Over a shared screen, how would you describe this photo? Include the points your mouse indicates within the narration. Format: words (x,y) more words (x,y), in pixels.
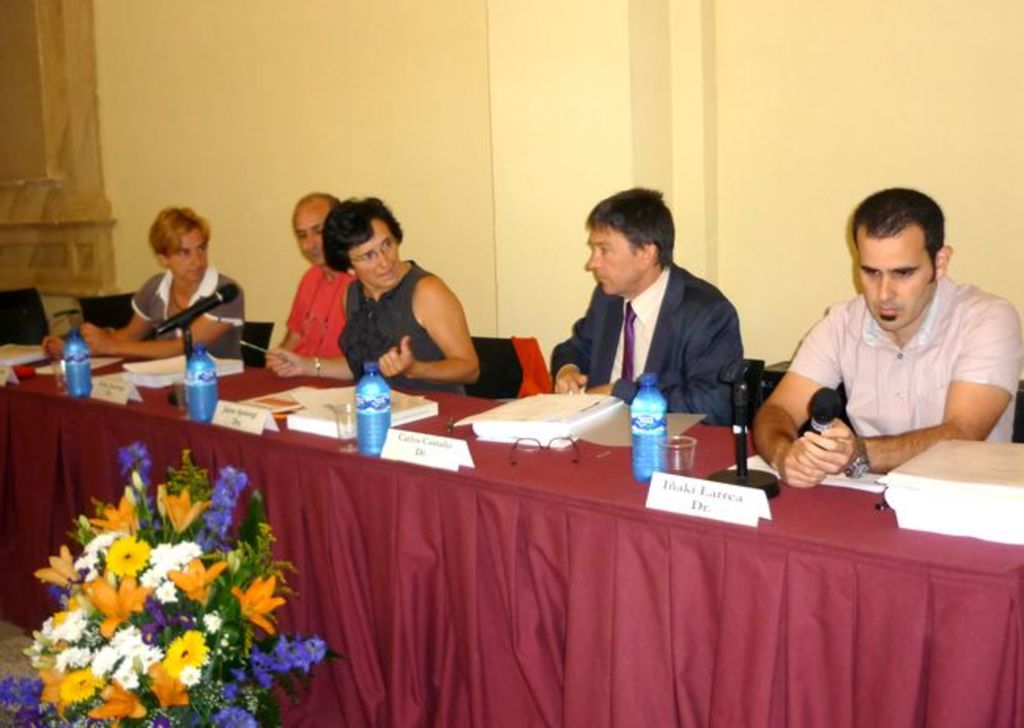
In this image in the center (445,317) there are a group of people (559,379) who are sitting, and in front of them there is a table (956,632). And on the table (650,551) there is a cloth (418,494), books (693,423), name board (126,385), bottles (383,423), glasses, mikes (729,385) and spectacles (545,439) and some objects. And in the background (650,92) there is wall (129,146) and a board (44,173), and at the bottom (126,615) there is a flower bouquet (200,650).
